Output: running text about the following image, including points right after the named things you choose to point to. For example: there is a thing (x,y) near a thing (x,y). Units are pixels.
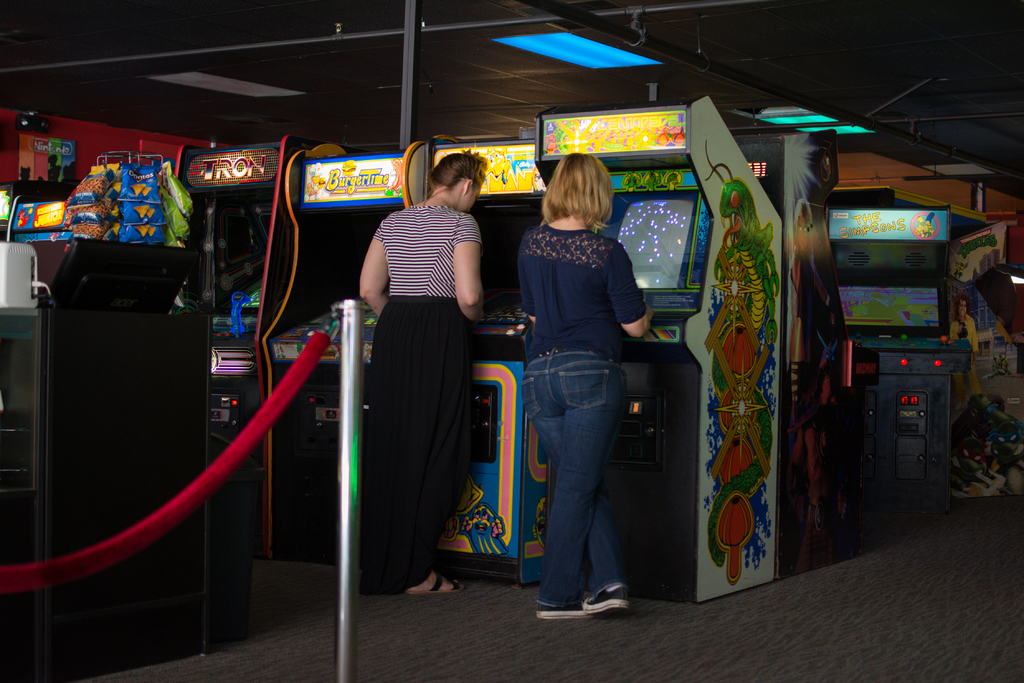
There are two persons (470,391) standing in the middle of this image (380,445) and there are some arcade machines (677,319) in the background (725,288). There is a floor (489,641) at the bottom of this image (611,651).
